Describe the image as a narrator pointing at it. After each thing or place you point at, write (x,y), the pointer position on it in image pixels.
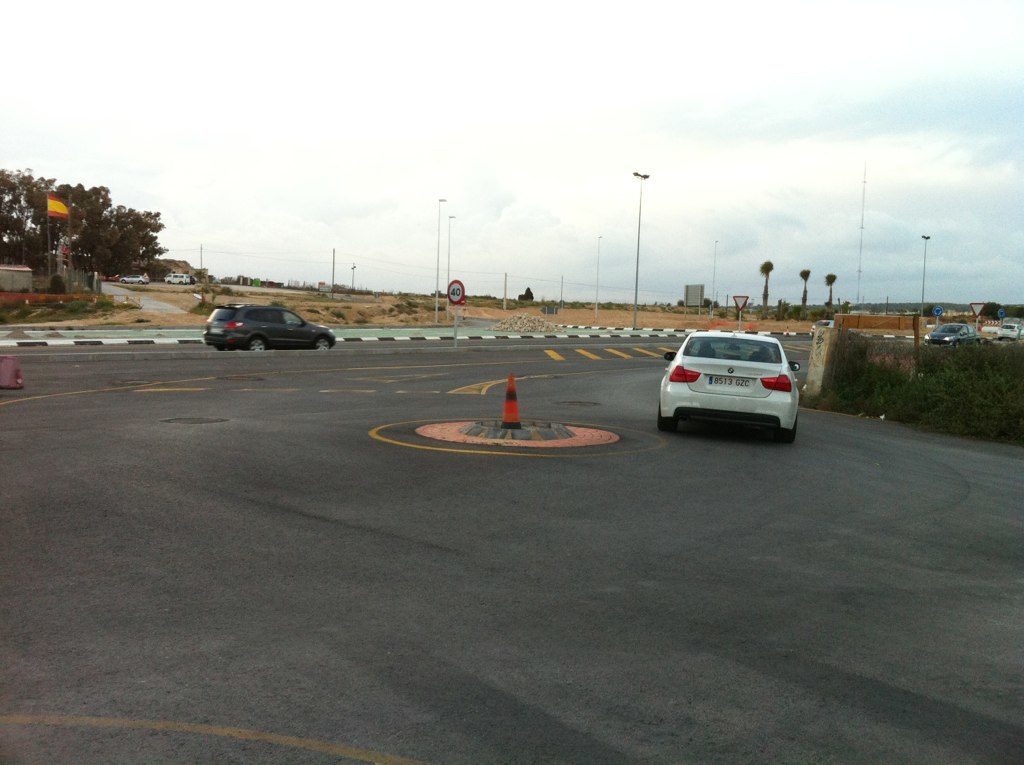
This image is taken outdoors. At the top of the image (730,203) there is the sky (771,160) with clouds (739,102). At the bottom of the image (501,616) there is a road (637,494). In the background (42,209) there are few trees (766,297) and plants (839,307). There are many poles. There are a few signboards (736,302). A few cars (180,280) are parked on the ground (147,285). In the middle of the image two cars (753,344) are moving on the road (242,489) and two cars (938,336) are parked on the road (74,536). There is a safety cone (507,400).
